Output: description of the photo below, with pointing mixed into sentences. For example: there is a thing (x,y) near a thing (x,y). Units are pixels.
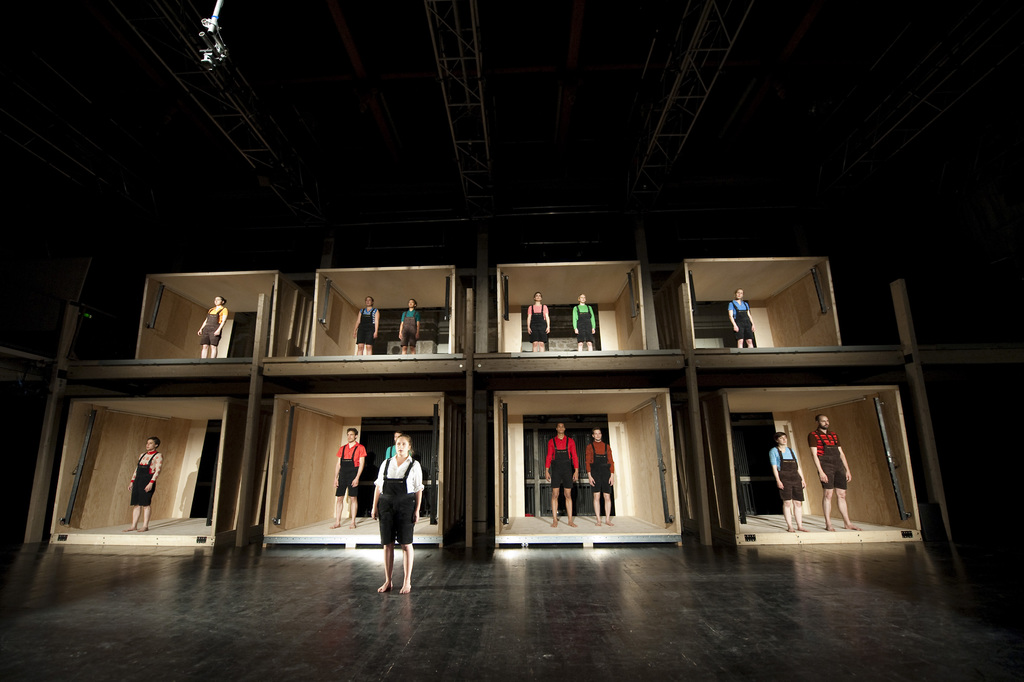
Here I can see a woman (397,506) is standing on the floor (380,617). At the back of her I can see few boxes (792,437) which are made up of wood (377,285). In each box (147,410) I can see few people (370,320) are standing. The background (159,235) is in black color. At the top (465,71) I can see few metal rods (470,59).
